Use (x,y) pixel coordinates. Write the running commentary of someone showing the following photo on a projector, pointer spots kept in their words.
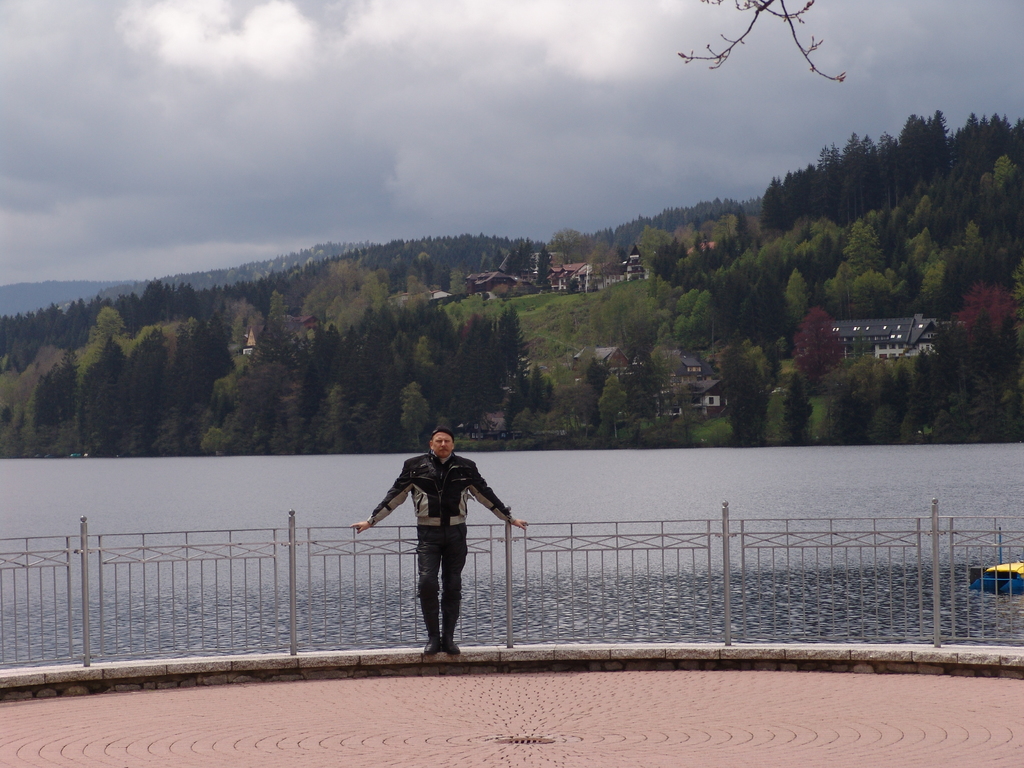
In the foreground of the picture (550,537) there is a man (431,555) standing near a railing (852,546), behind him there is water (394,472). In the center of the picture (541,394) there are trees (812,275), hills (192,279) and buildings (572,276). Sky (585,140) is cloudy. At the top (753,24) there is stem (803,53) of a tree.
